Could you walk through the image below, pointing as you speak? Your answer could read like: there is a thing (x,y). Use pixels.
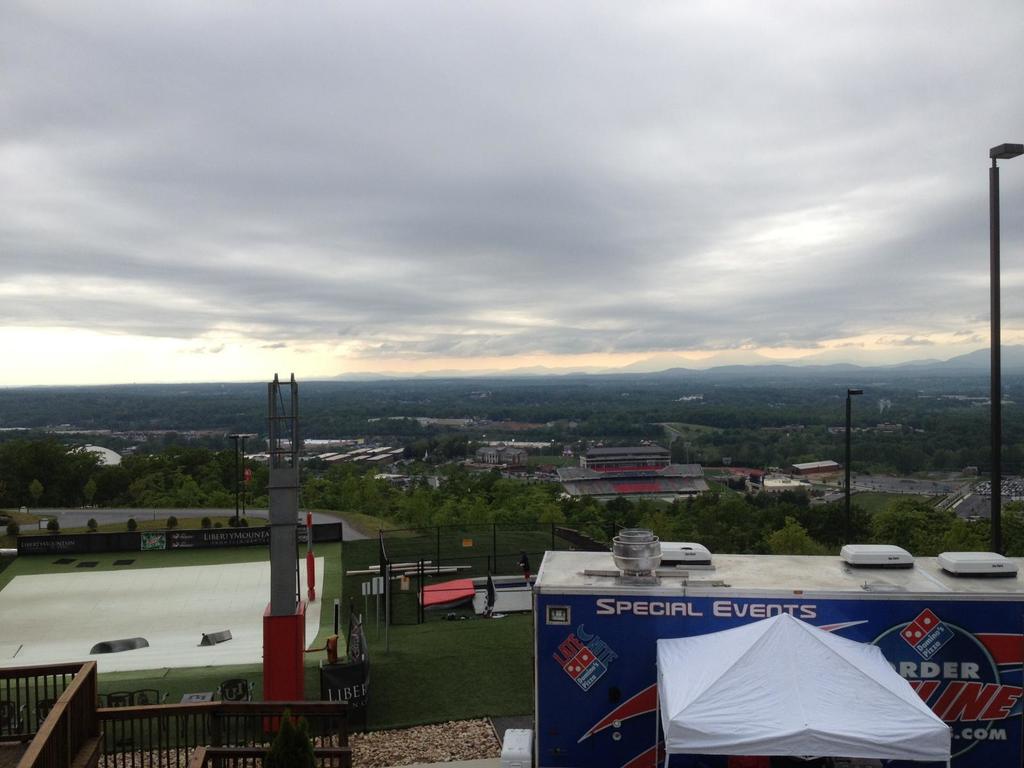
In this image we can see a building (553,581). We can also see a pillar (276,679), fence (297,707), tent (762,706) and some poles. On the backside (583,398) we can see some trees (489,477), fence (450,531), shrubs (237,526), buildings (611,486), hills (743,367) and the sky (515,234) which looks cloudy.
